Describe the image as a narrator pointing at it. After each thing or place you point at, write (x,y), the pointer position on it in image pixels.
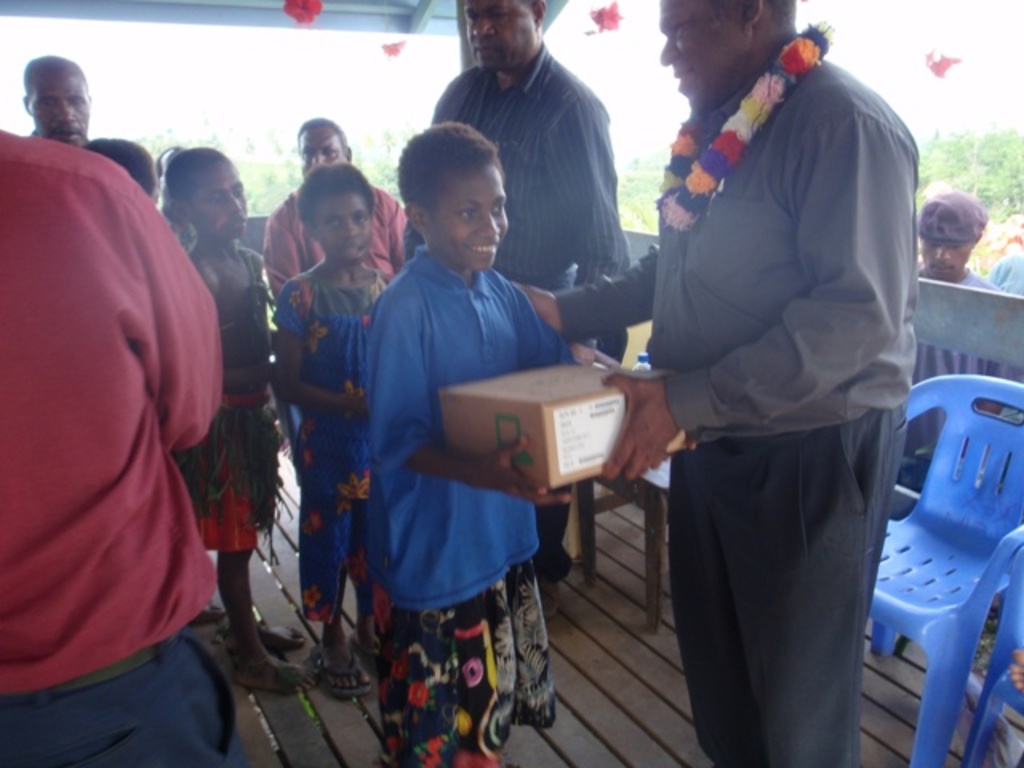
In this image I can see number of people (800,131) and a boy (440,703) carrying a box (565,388). I can see smile on his face (499,230). Here I can see few chairs (962,593) of blue color. In the background (977,144) I can see number of trees (960,143).
